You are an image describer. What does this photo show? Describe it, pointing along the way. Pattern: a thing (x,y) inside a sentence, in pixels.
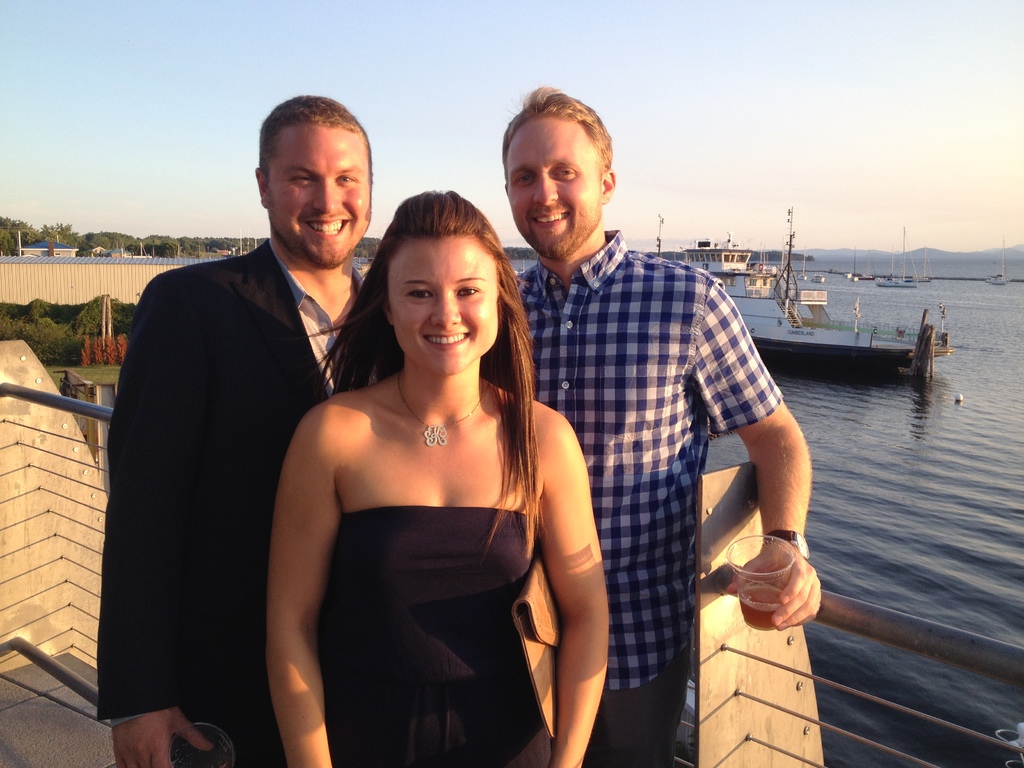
This image is taken outdoors. At the top of the image (134,124) there is the sky (745,110). In the background (136,241) there are many trees (204,245). There are a few houses (89,263) with walls (108,283). There is a ship (823,335) on the river (901,300). There are a few boats (903,286) on the river (905,431). In the middle of the image (368,303) two men (585,265) and a woman (402,497) are standing on the floor (68,753) and they are with smiling faces (434,277). Two men (179,732) are holding glasses (739,572) in their hands (182,741). There is a railing (807,710) and there are a few iron bars (33,649).
